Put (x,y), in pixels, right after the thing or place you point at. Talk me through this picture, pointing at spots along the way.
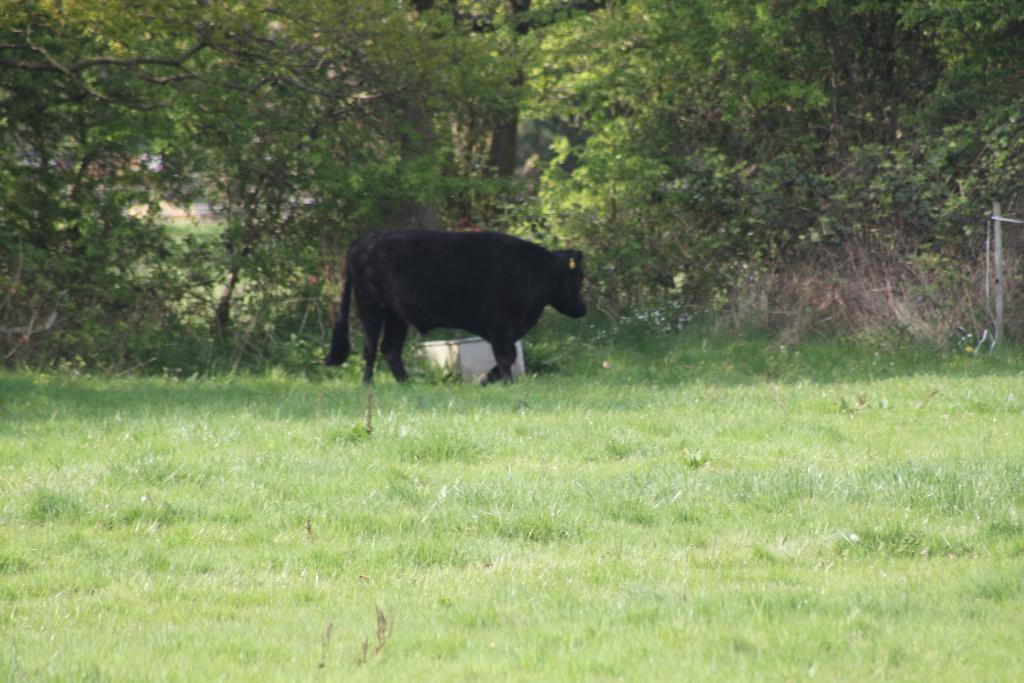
In this image there is an animal (435,285) in the center (449,295) which is black in colour. In the front (508,562) there's grass (480,568) on the ground (387,515). In the background (392,108) there are trees (456,108).
